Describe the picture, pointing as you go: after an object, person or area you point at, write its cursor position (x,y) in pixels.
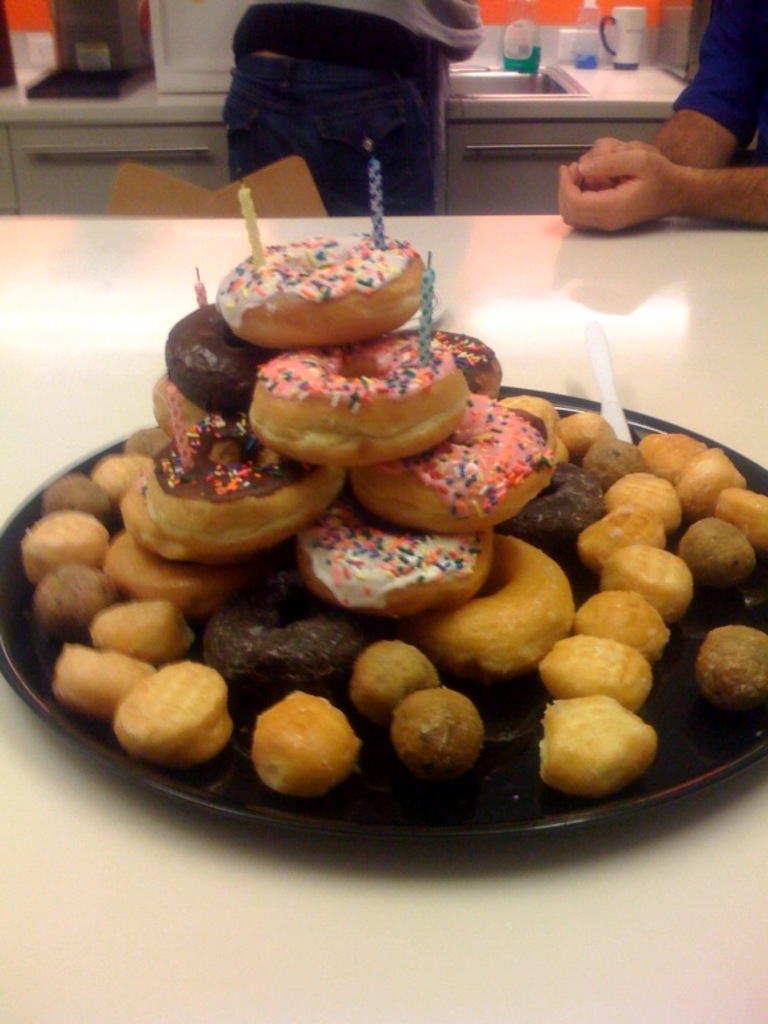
In this image I can see the white colored table (96,345) and on the table (120,339) I can see a black colored plate (377,798) and in the plate (471,801) I can see few food items (555,697) which are brown, cream and pink in color. I can see few donuts (442,584) and few candles (425,357). In the background (760,187) I can see two persons (727,205) standing, the countertop (613,97), few cups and few other objects (206,80) on the counter top (221,94).
